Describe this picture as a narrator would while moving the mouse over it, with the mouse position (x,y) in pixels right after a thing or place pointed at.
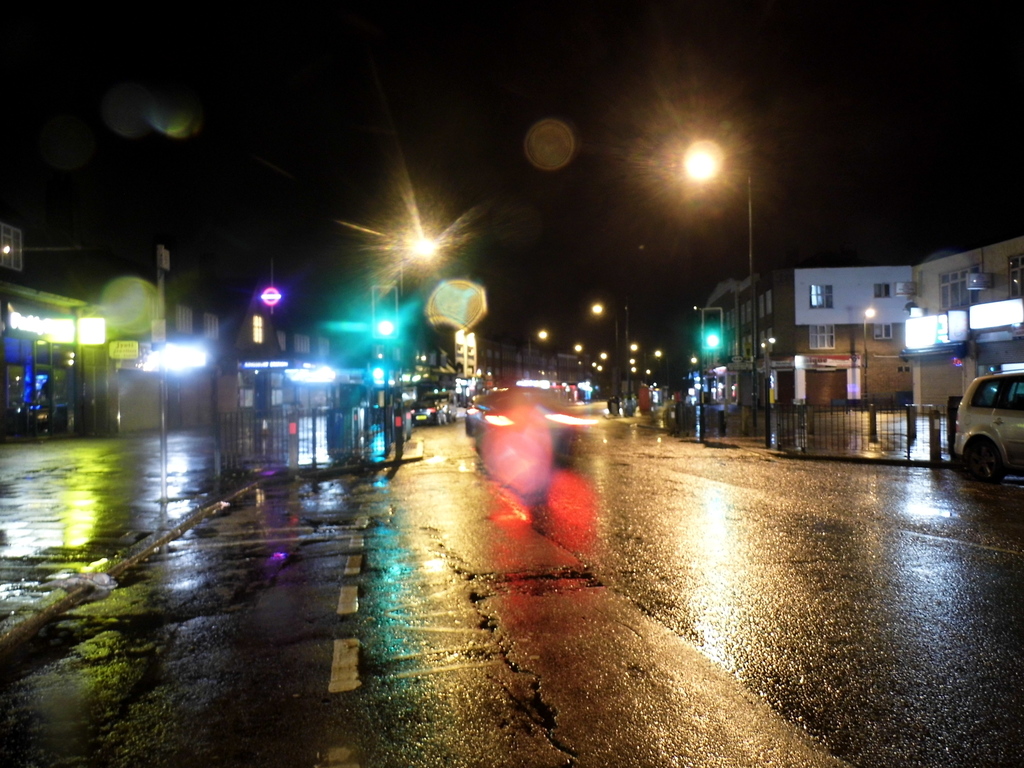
The image is captured in the night, the roads (482,469) are wet and there are beautiful street lights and around the street lights (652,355) there are some buildings (745,333) and stores (32,324), the picture is looking very colorful with the lights (167,368) in front of the stores (107,348).
